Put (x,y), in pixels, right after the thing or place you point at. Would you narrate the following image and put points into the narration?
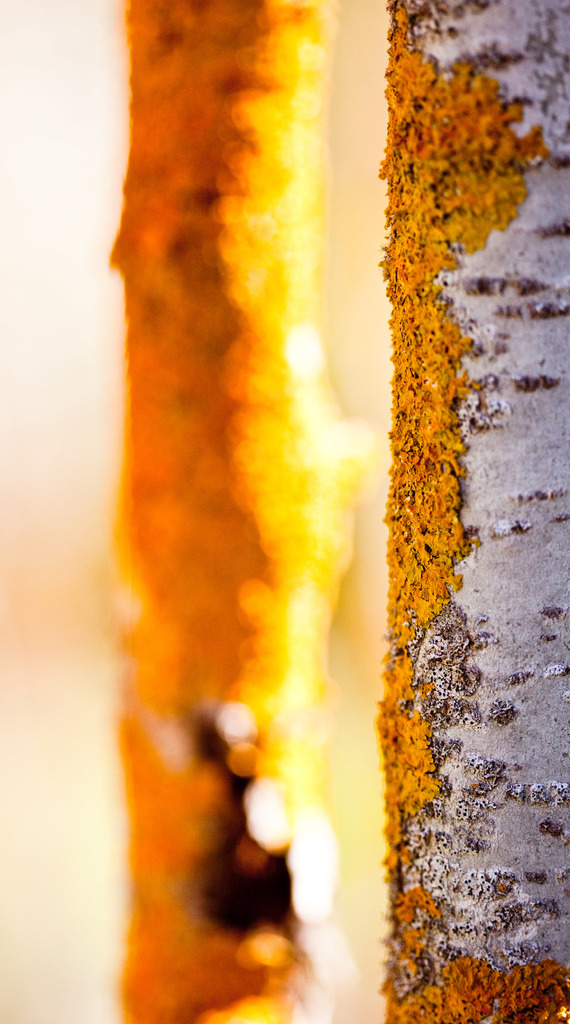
In this image, we can see stems (465,31) of trees (499,806).
